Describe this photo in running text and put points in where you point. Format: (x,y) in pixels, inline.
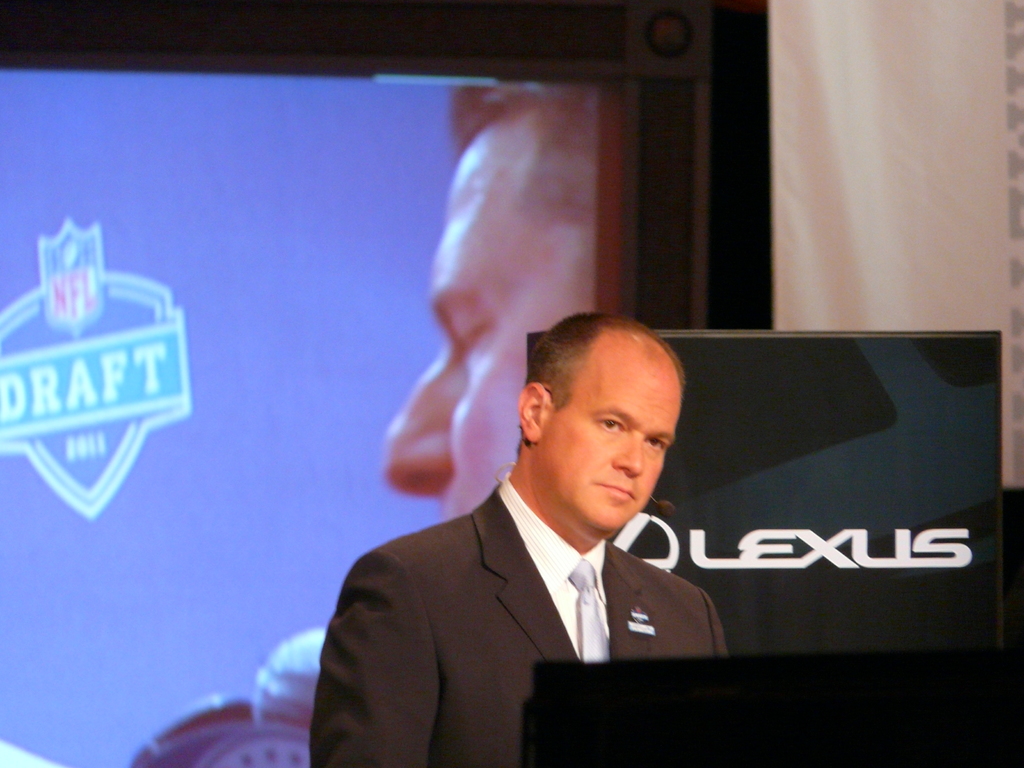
In this image I can see in the middle (587,508) there is a man (519,633), he is wearing a coat (537,616), tie (600,643), shirt (562,597). On the left side (96,335) it looks like a projector screen (310,411).
